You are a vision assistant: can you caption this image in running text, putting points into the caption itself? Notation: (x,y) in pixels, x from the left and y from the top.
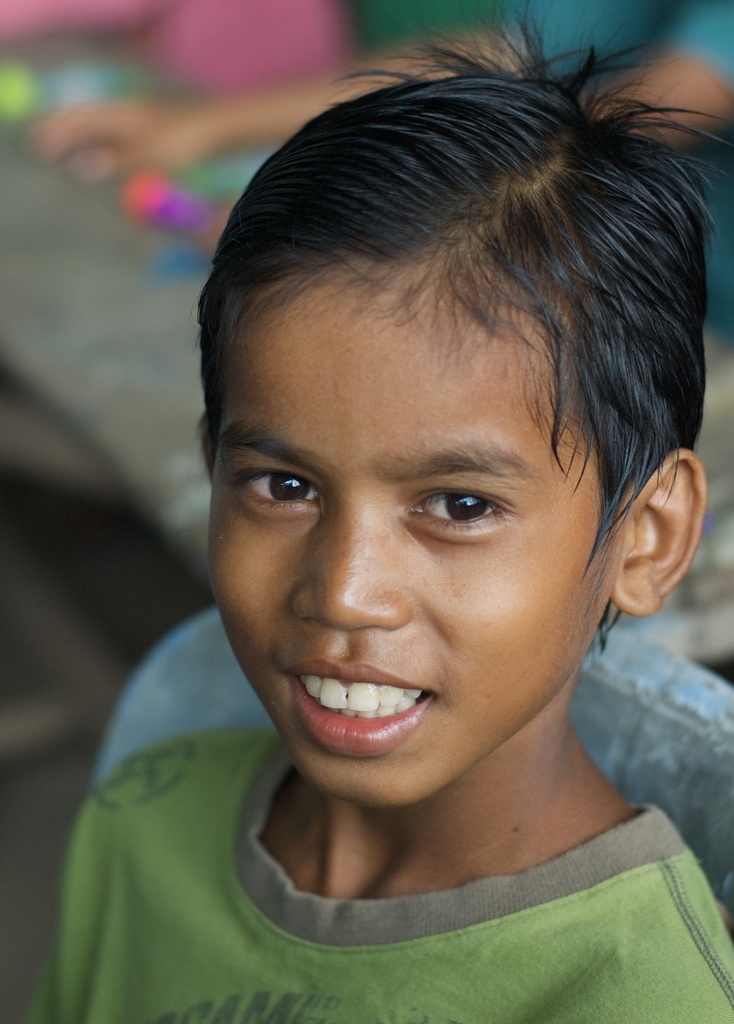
As we can see in the image, there is a boy (395,933) wearing green color shirt (298,988). The background (113,212) is blurry.
